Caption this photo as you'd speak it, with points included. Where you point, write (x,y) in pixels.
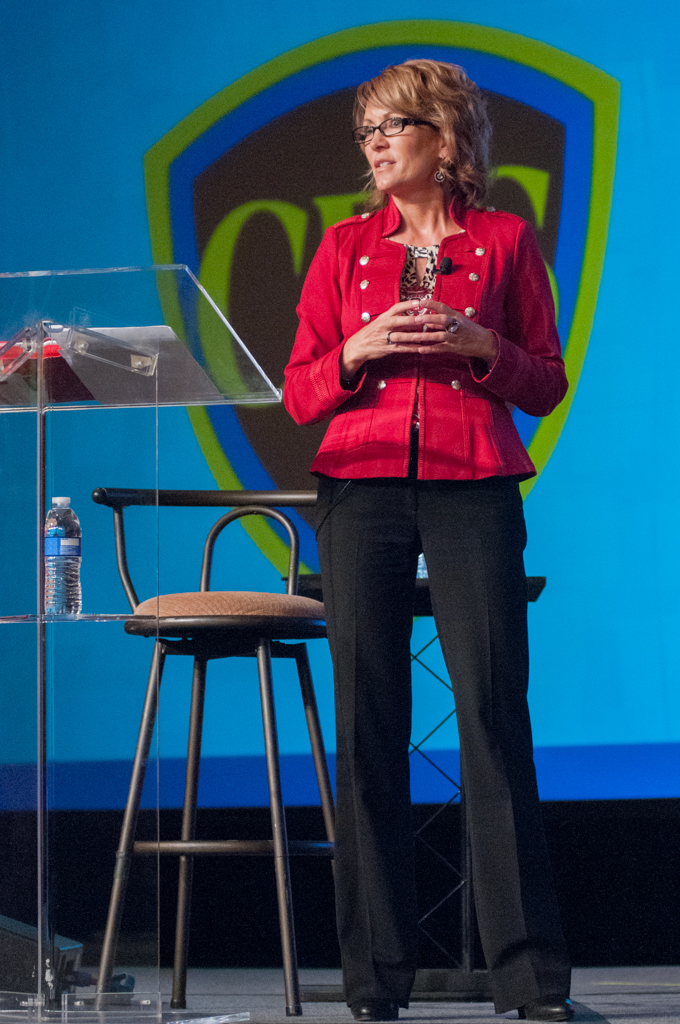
This is a woman (382,510) standing. She wore red jacket (444,420) and black trouser (498,642). This is the chair (239,596). This is a glass podium (38,336) with a book (111,369) on it. This is a water bottle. At background (201,223) I can see a screen (264,103) with logo (440,52) on it.
